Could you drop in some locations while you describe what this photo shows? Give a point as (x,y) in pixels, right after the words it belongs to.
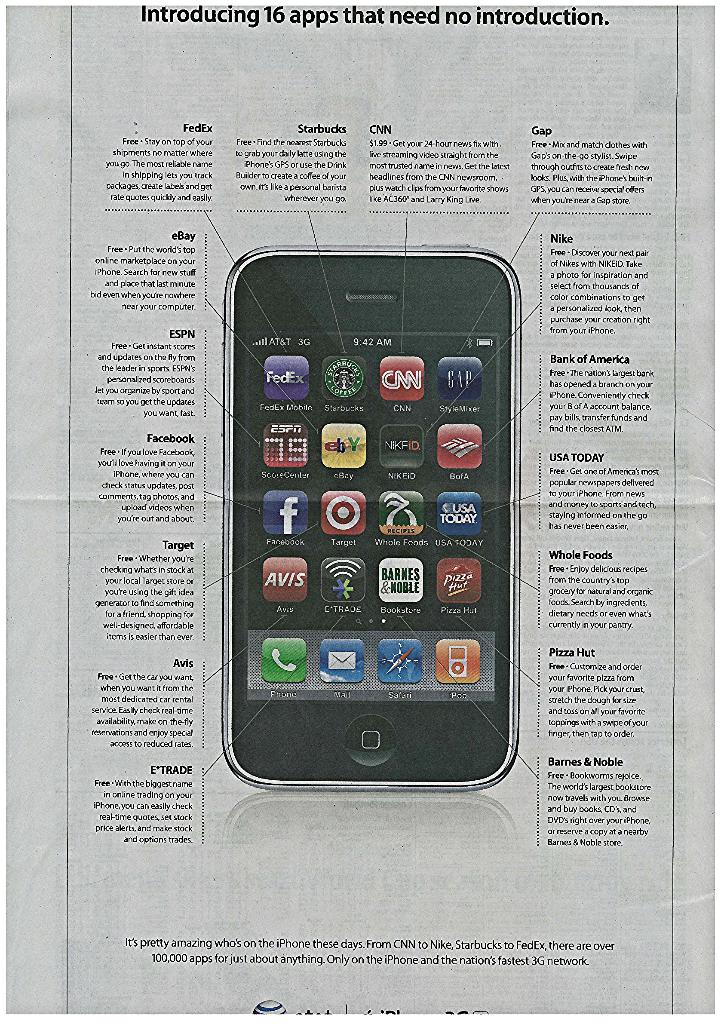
In this image there is some text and an image (332,413) of a mobile (400,533) on the paper (306,894).
